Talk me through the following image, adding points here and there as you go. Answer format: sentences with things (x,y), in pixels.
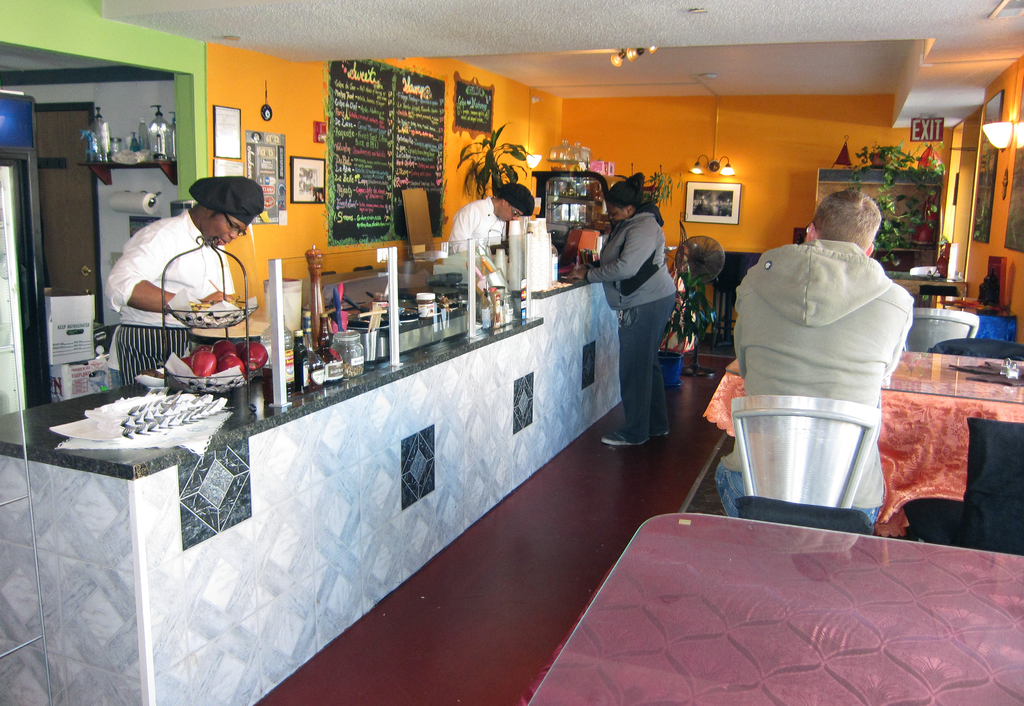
On the right (865,317) there is a man (870,251) who is wearing hoodie (865,302) and he is sitting on the chair (842,456). Here we can see tables (875,600). On the left (133,375) there is a woman (219,193) who is wearing cap (217,206), shirt (161,255) and trouser (136,357). He is standing near to the kitchen platform (466,390). On the kitchen platform (597,330) we can see apples (215,364), tissue papers (167,398), plates (143,382), bottles (322,347), glass (353,340), cans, stove (363,324), tea cups (540,273) and other objects (373,323). on the top left (334,177) we can see photo frame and posters (248,134) on the wall (310,94). On the left (9,176) there is a fridge (16,198). In the background (699,212) we can see lights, photo frame (723,203), table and plants (899,167). On the top right corner (915,125) there is a exit sign board (942,136) near to the door (972,179).
